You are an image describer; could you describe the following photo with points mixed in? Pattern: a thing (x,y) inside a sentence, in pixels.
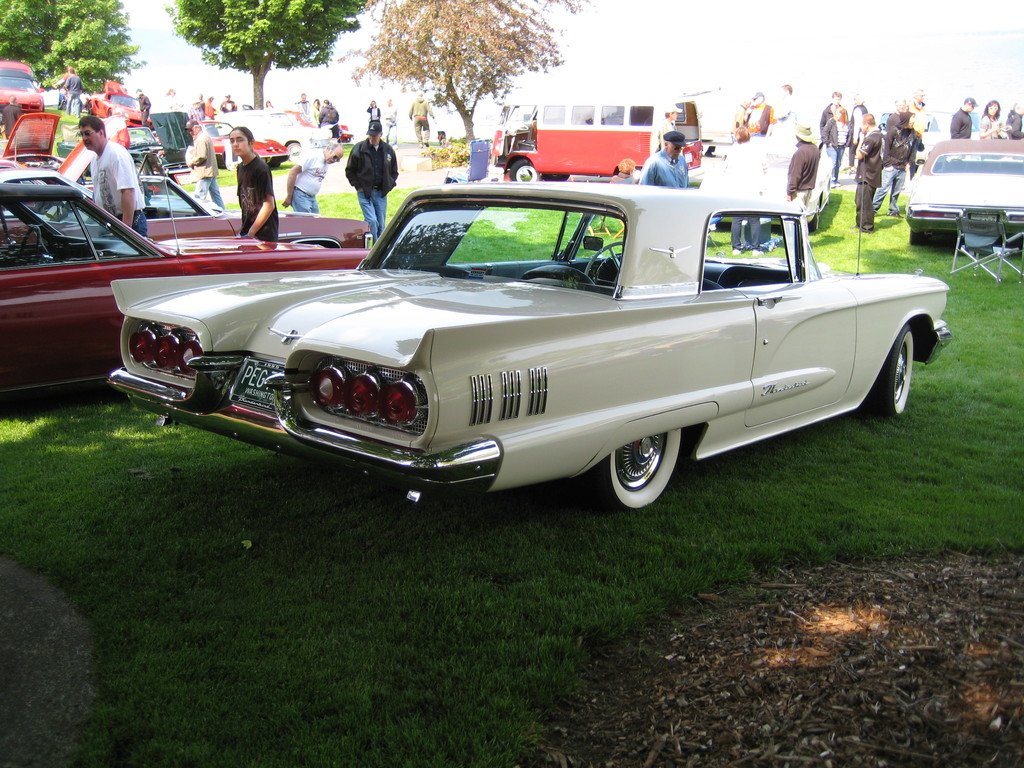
This picture is clicked outside. In the center (359,350) we can see the group of vehicles (352,274) and group of persons (260,157) and we can see the green grass (645,528), chair (966,241) and many other objects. In the background (470,87) we can see the trees (443,45) and some other objects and we can see there are some objects (873,665) lying on the ground (799,714).
